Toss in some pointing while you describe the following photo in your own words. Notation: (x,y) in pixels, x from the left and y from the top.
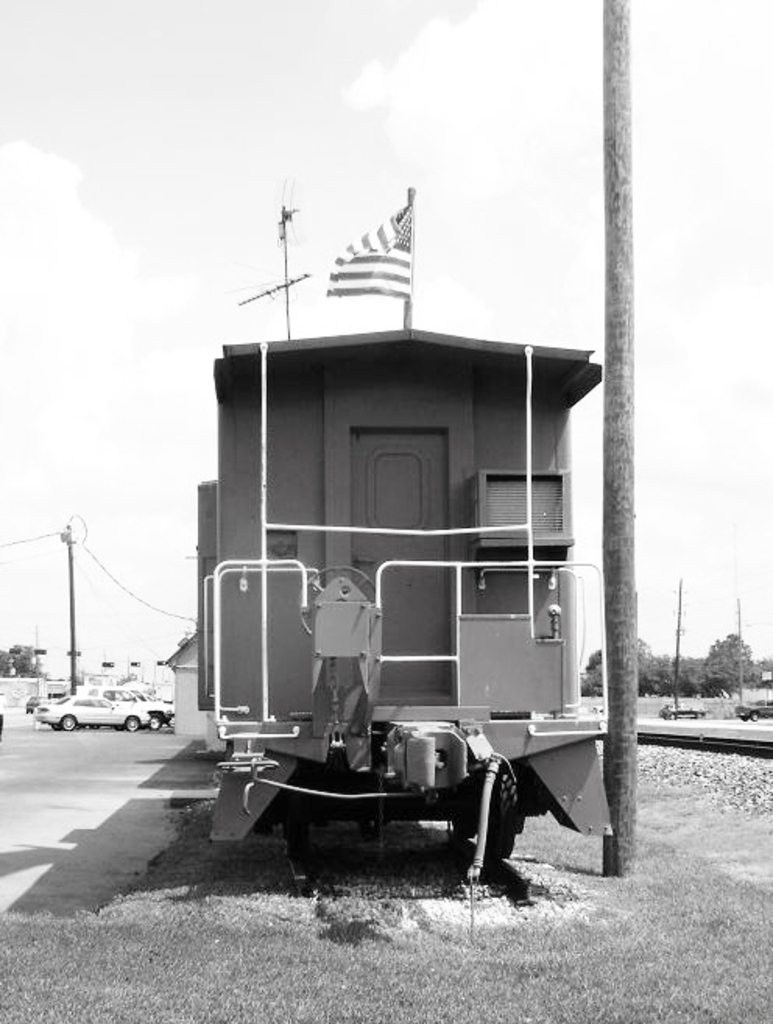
This picture is a black and white image. In this image we can see one small shed (199,723), some vehicles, it looks like a train engine (371,564), one antenna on the top of the train engine (484,460), one flag (396,274) with pole (406,303), some objects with poles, one wire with a pole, some stones (651,759) on the ground (704,721), some trees (750,667) in the background (666,678), some grass (755,880) on the ground (640,895), one black object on the ground (689,818) on the right side of the image (691,740), it looks like a wall (18,692) on the left side of the image (8,694) and at the top (495,130) there is the sky (51,509).
